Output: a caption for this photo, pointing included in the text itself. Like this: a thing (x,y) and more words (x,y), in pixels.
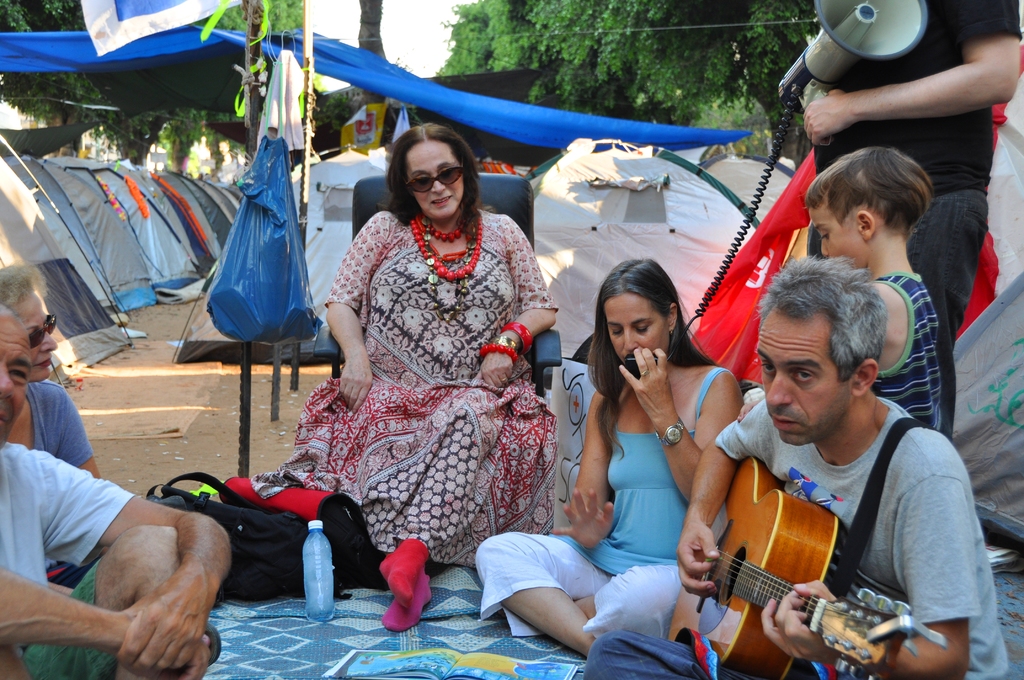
In this image there is a woman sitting in the chair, some group of people (629,626) sitting another group of people (165,618) sitting in the mat (261,607) there is a bottle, book (497,672) in the mat (299,614) and a bag (266,534), and at the back ground (763,15) there is a tree (746,71), speaker (899,27), bag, some tents (186,234).
